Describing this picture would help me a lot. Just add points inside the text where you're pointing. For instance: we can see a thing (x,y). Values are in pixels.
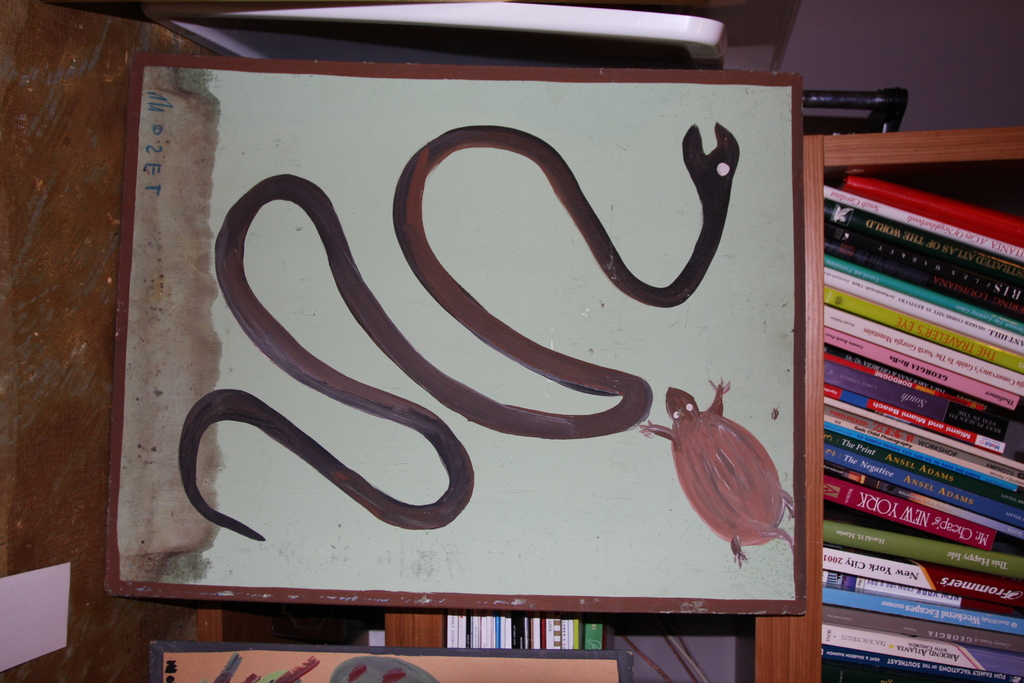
In this image we can see the drawing (716,401) of a snake (513,418) and a turtle (677,390) on the cardboard (604,112). Here we can see the books (981,346) on a wooden shelf (890,157) on the right side (935,245).
